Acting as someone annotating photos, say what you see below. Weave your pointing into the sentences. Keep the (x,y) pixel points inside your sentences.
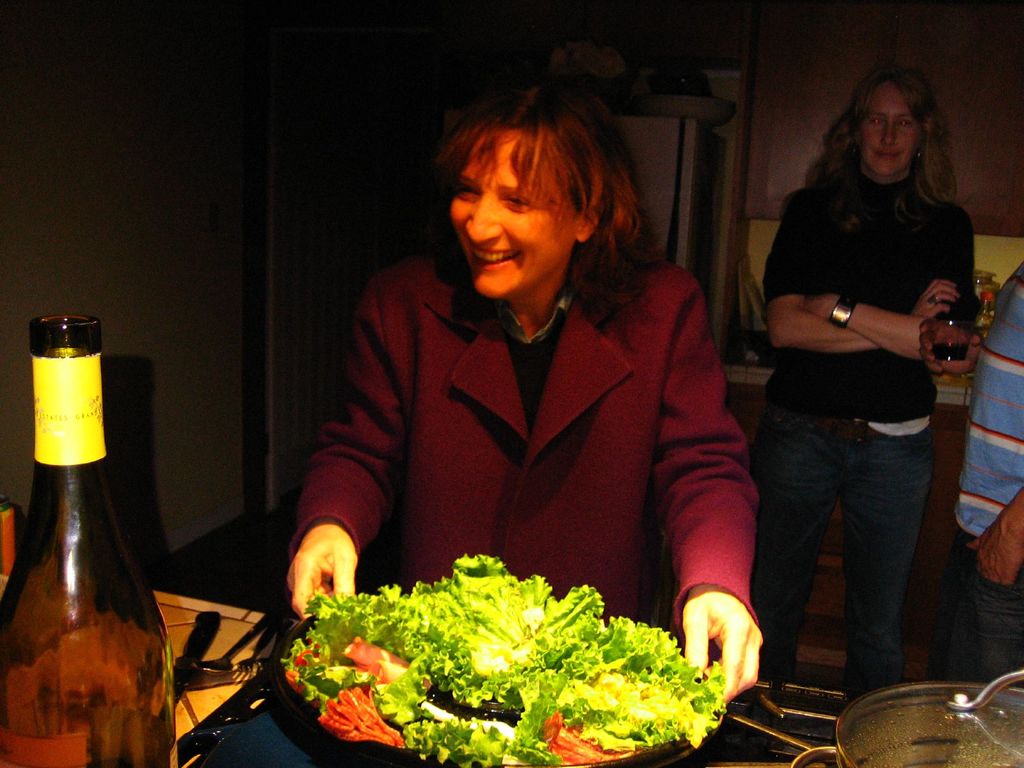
In this picture there is a woman (729,694) standing and smiling, she has a stove (810,710) in front of her and there is a plate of salad (415,646) served, there is also a wine bottle (45,589), some spoons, forks (218,672) and knives (200,635). In the backdrop (759,615) there is another woman (782,604) standing and there is a wall (150,220).
